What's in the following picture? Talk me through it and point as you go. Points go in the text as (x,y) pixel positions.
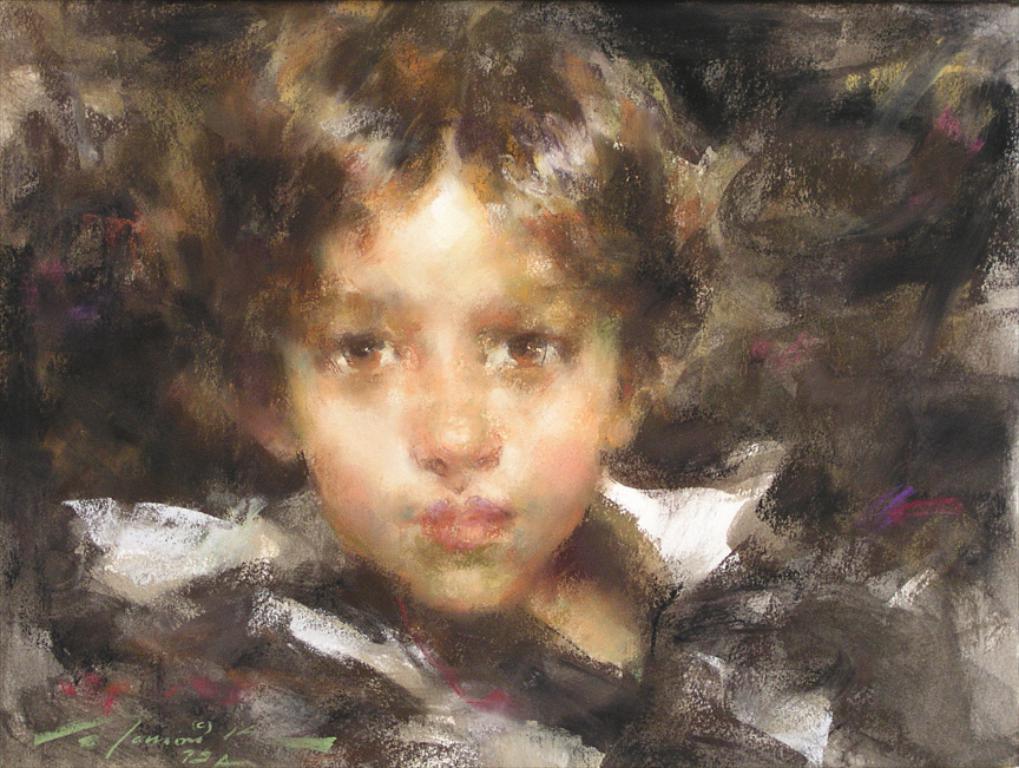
This is a painted picture of a person (623,639).
